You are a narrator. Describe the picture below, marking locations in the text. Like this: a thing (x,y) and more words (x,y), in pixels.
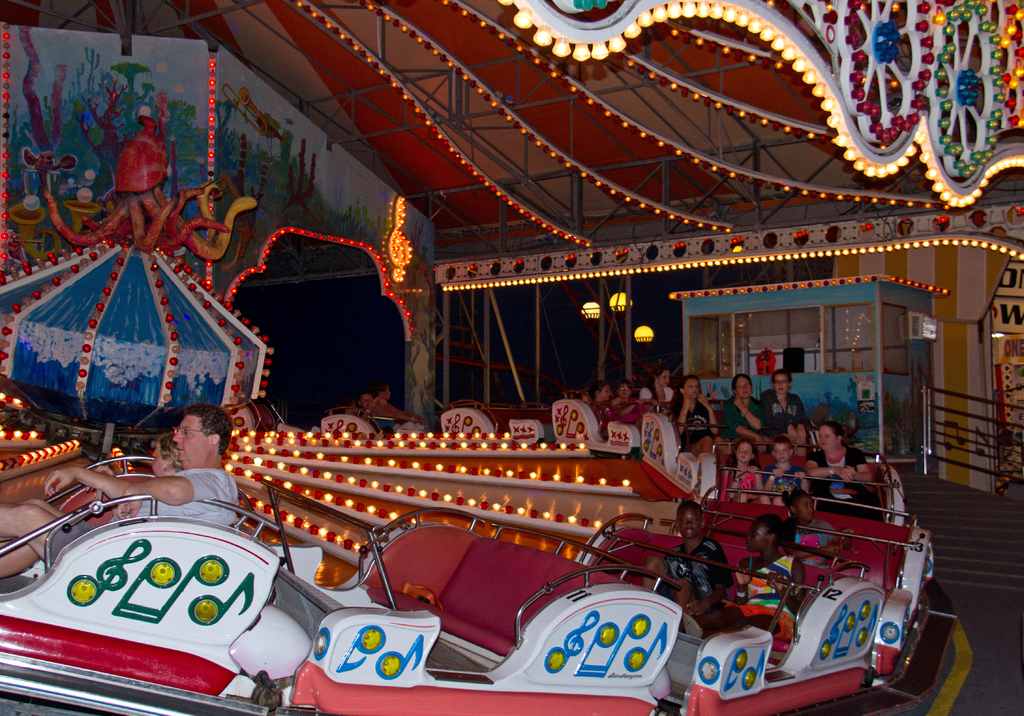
This is a picture taken in an exhibition. The picture consists of carousel (541,453), where people (767,395) are sitting in seats (657,545). In the background (719,395) there are lights (646,336) and a room (777,291). At the top (701,91) there are lights (764,125) to the ceiling (770,139).
